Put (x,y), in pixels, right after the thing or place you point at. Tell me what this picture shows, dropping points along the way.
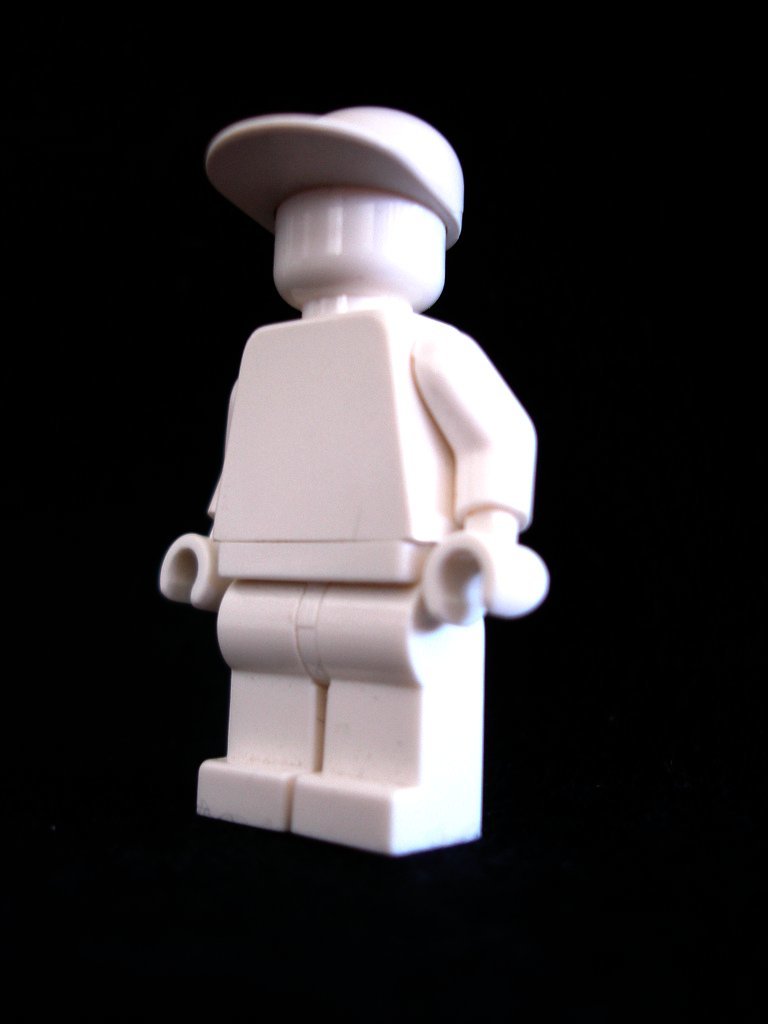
It is the graphical image of the white colour toy (279,501). The toy (287,480) has a white cap (350,130).
